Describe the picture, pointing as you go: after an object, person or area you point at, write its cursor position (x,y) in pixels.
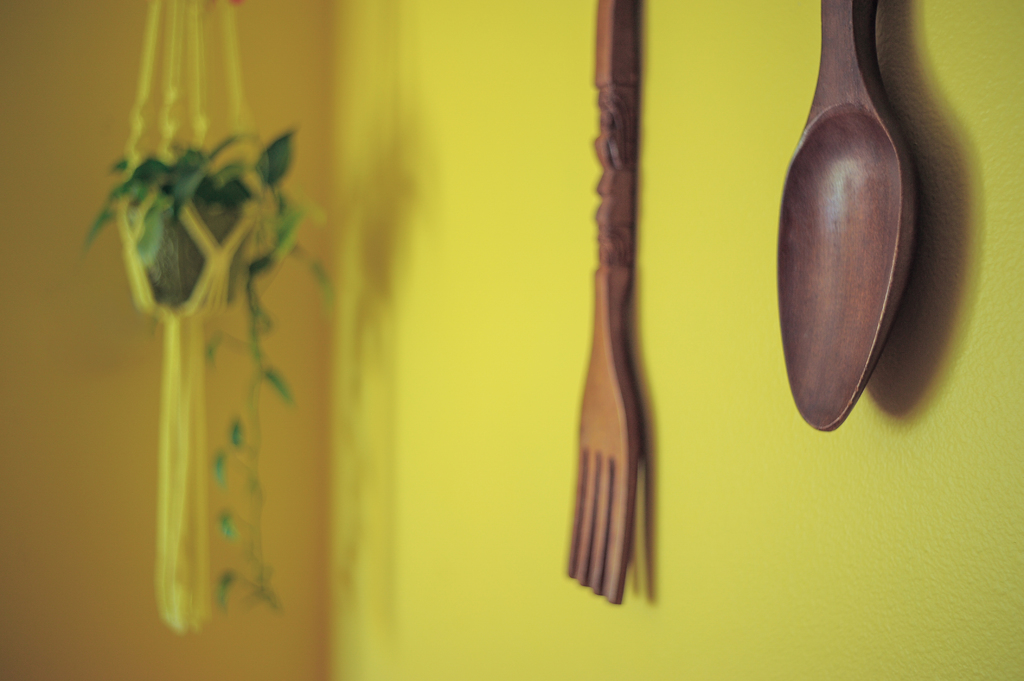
In this picture I can see a wooden fork (619,444) and a wooden spoon (789,231).
